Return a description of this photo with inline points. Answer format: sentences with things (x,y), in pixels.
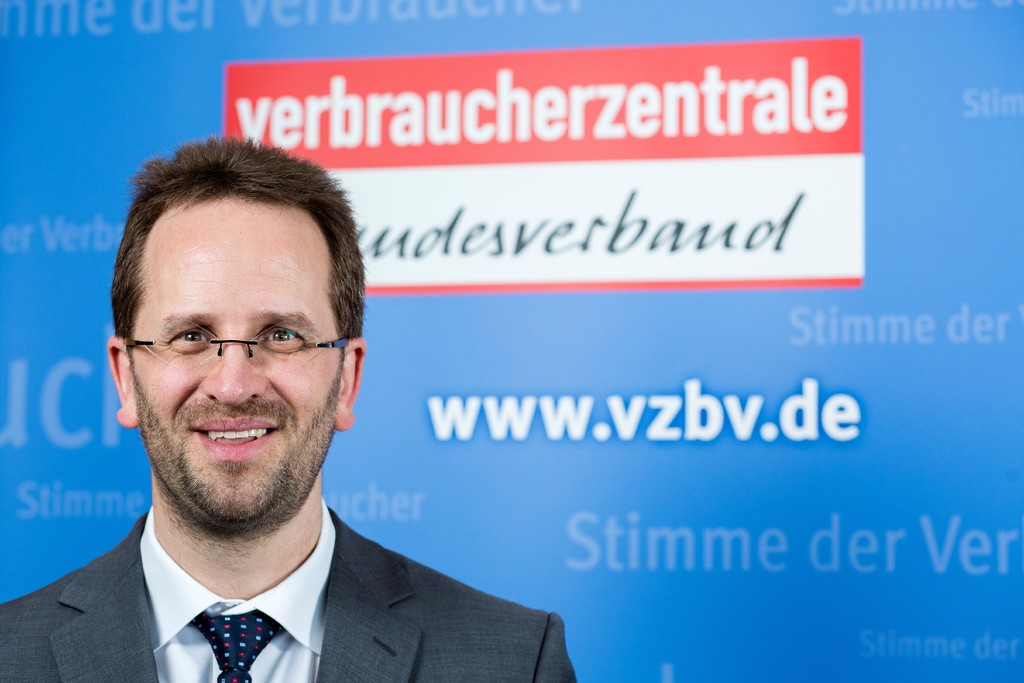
In this image, on the left side (81,676), we can see a man (7,637) standing, he is wearing a coat (436,674) and a tie (217,647). In the background (651,460), we can see the screen (821,132).
